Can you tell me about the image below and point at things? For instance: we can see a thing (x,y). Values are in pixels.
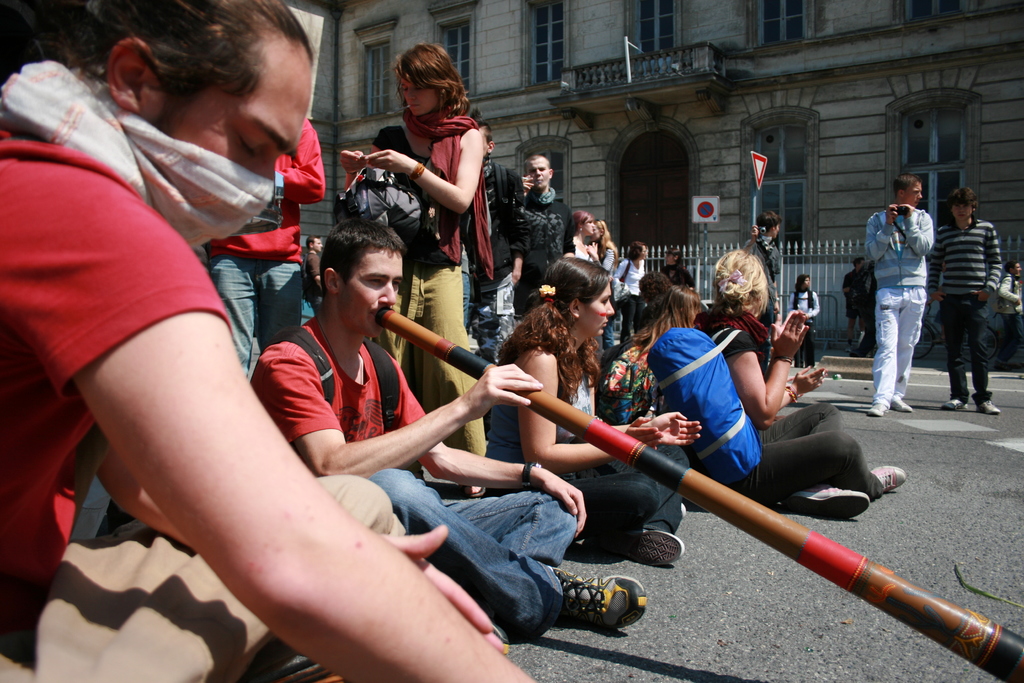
In this image we can see some people (623,479) sitting on the road (588,553) and some are standing on the road (603,561). In the background (781,109) there are buildings (753,123), sign boards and grills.
